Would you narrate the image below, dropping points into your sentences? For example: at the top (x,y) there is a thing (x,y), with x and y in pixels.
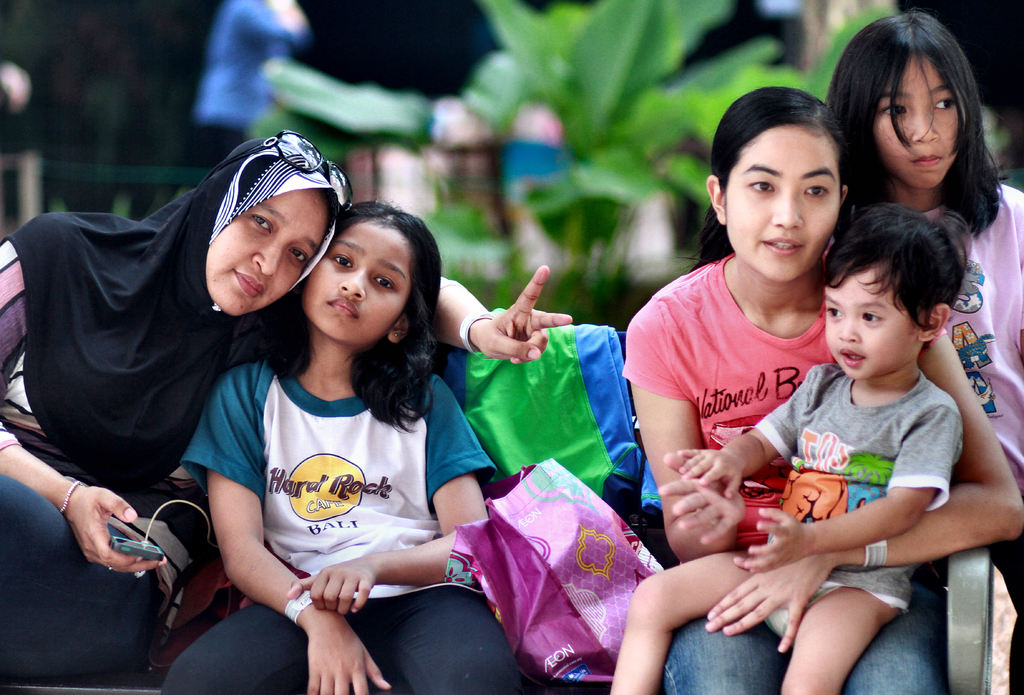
In this picture I can see five persons (222,378) sitting, there is a woman (144,562) holding a mobile (108,542), there is a bag (599,500) and some other objects (651,506), and there is blur background (516,136).
